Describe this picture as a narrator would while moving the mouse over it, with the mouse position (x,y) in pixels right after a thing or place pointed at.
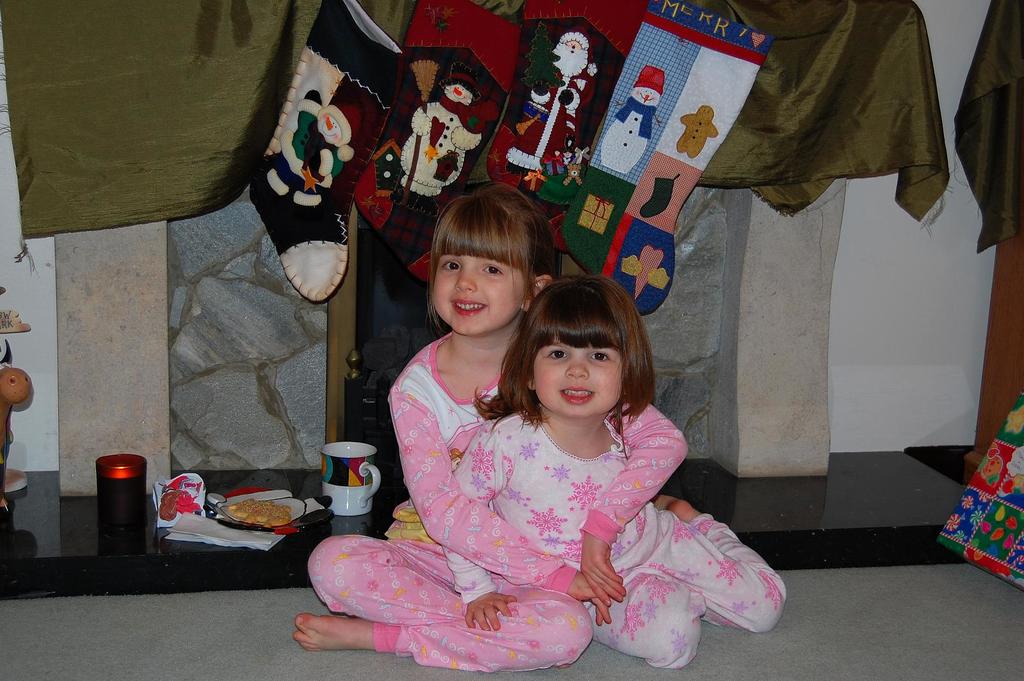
In this image in front (563,571) there are two girls (511,590) wearing a smile on their faces (569,391). Behind them there is a cup (334,479), food item (239,519), papers (232,536) and a few other objects (121,474) on the floor (186,552). On the backside (225,316) there is a wall (225,316). In front of the wall (687,252) there are socks (643,200) and clothes (901,156).
